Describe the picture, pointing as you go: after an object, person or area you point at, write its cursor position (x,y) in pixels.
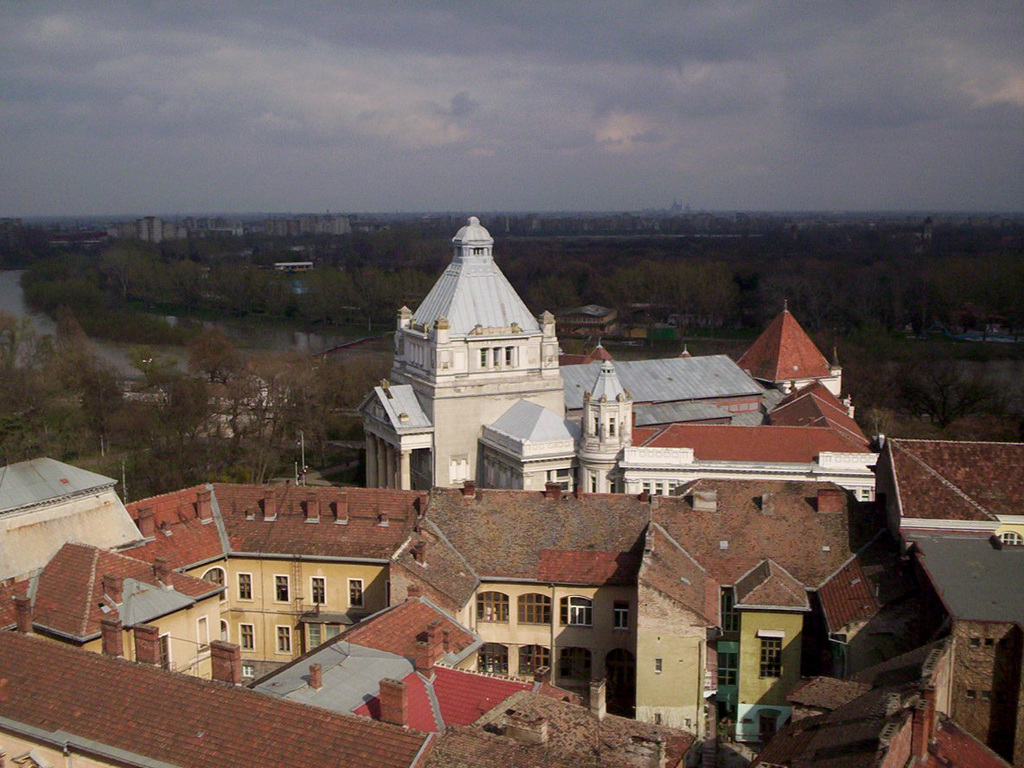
This is the picture of a city (747,546). In this image there are buildings (702,434) and trees (634,278) and there are poles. At the top (588,85) there is sky (505,98) and there are clouds (531,66). In the middle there is water (190,351). In the foreground (783,549) there are roof tiles (774,523) on the top of the buildings (540,515).
